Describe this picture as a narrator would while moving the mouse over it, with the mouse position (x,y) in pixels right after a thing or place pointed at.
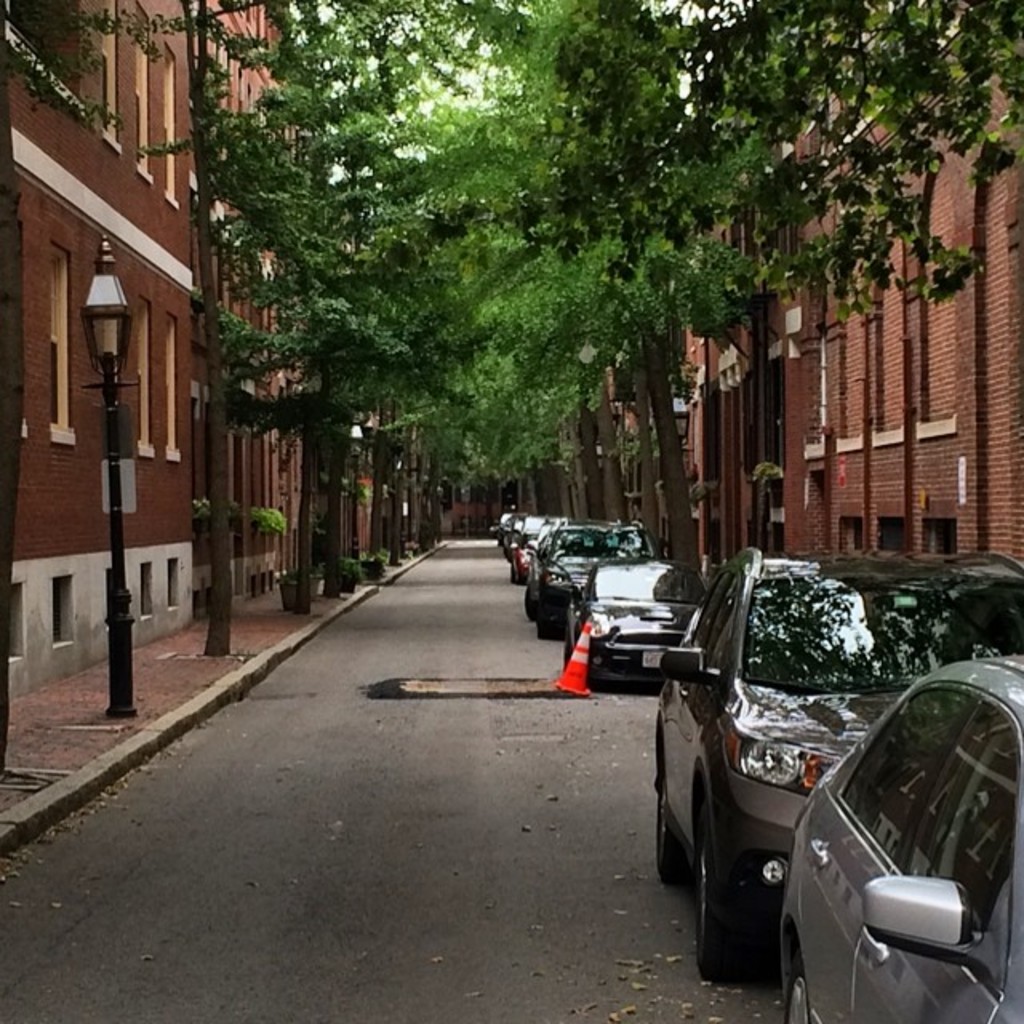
In this picture I can see there is a street (383,824) and there are few cars (655,646) parked on the right side of the road (276,981) and there are buildings (493,503) here and there are trees (477,391).
